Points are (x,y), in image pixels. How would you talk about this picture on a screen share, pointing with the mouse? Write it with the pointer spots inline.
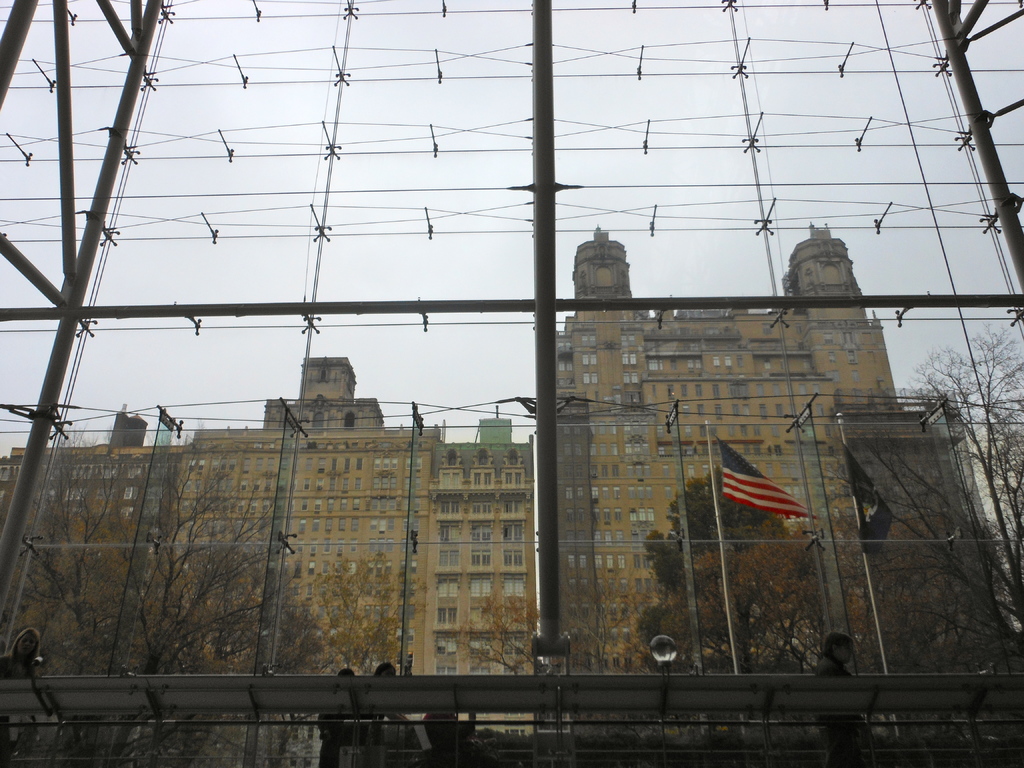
In this image in front (432,687) there is a metal fence (385,682). At the center of the image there are few people (335,756). In the background of the image (906,484) there are flags (719,459), buildings (648,469), trees (950,367) and sky (462,172).
